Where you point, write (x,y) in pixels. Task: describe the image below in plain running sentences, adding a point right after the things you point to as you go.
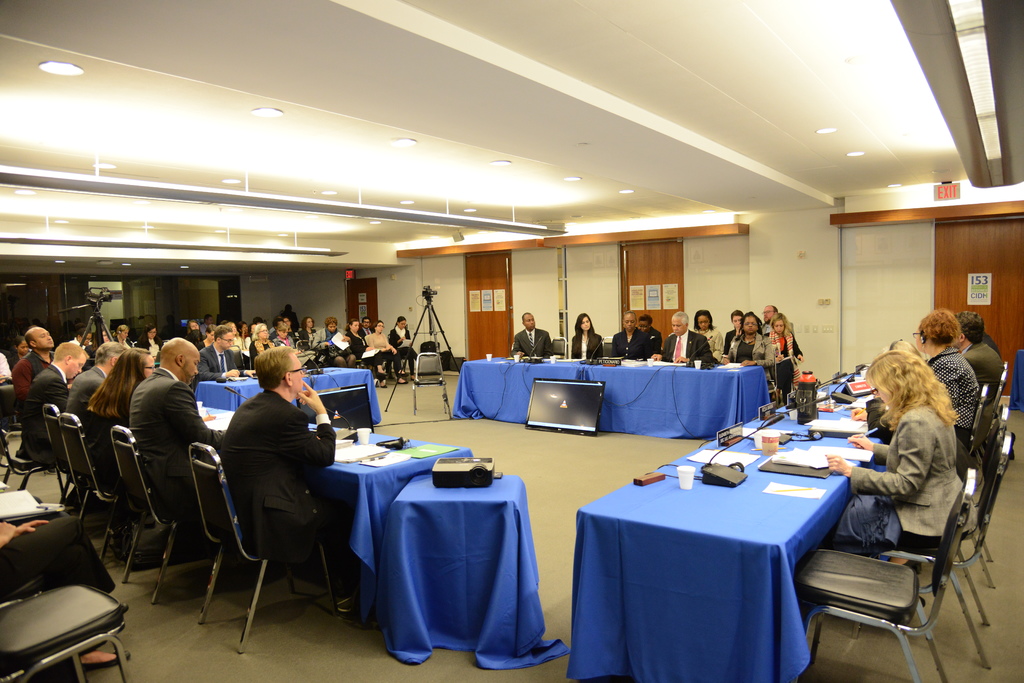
The image is taken in the hall (542,561). In the center of the hall (511,452) there are people (529,317) sitting, before them there are many people (866,525). There are tables (601,500) in the room (551,559). On the table (745,515) there are papers (773,489), glasses (778,448), wires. In the background (955,268) there is a door (952,288) and wall (791,271). At the top (687,217) there are lights (65,72).
